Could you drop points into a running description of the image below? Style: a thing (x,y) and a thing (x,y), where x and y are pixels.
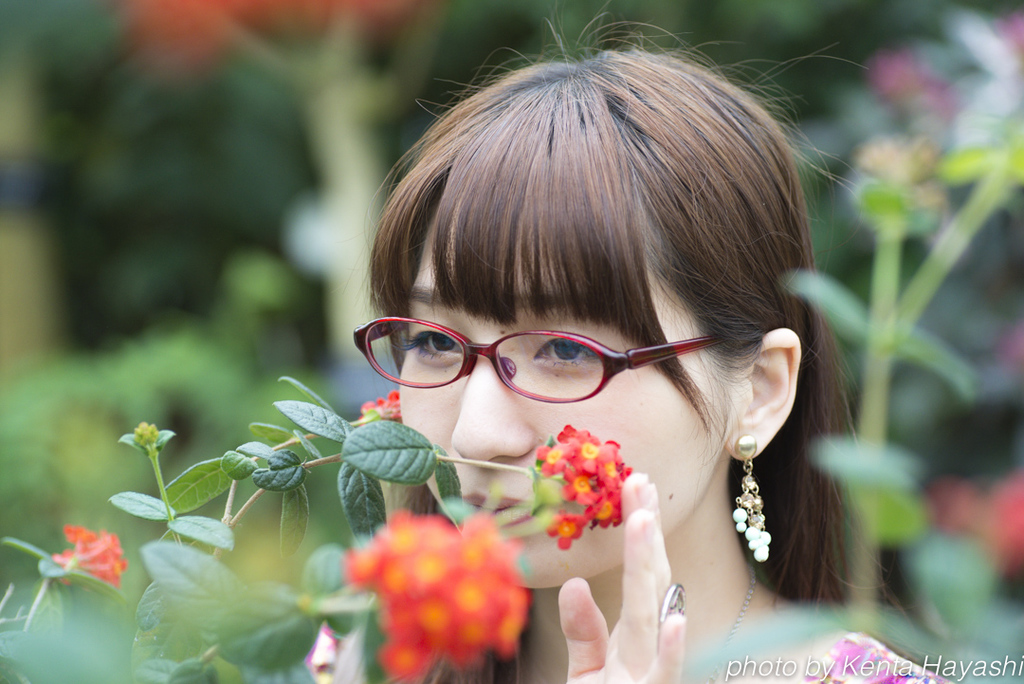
In this image I can see the person (468,211) with the specs (561,364). I can see the red and yellow color flowers (456,558) to the plants (200,606). There is a blurred background (260,530). And I can see the watermark (781,670) in the image.
